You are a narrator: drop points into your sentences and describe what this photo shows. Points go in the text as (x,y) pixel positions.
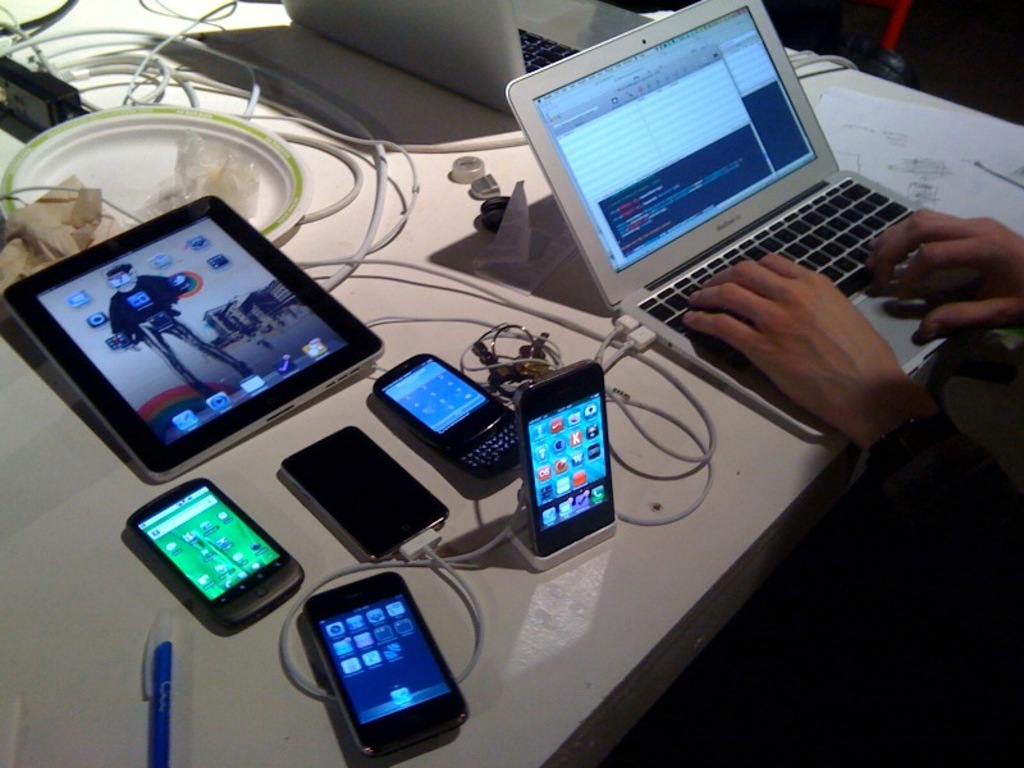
In the bottom right corner of the image (801,595) a person (1005,416) is sitting. In the middle of the image (629,361) we can see a table (646,371), on the table (56,712) there are some mobile phones (447,445), laptop (488,77), papers (1015,169), wires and pen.
